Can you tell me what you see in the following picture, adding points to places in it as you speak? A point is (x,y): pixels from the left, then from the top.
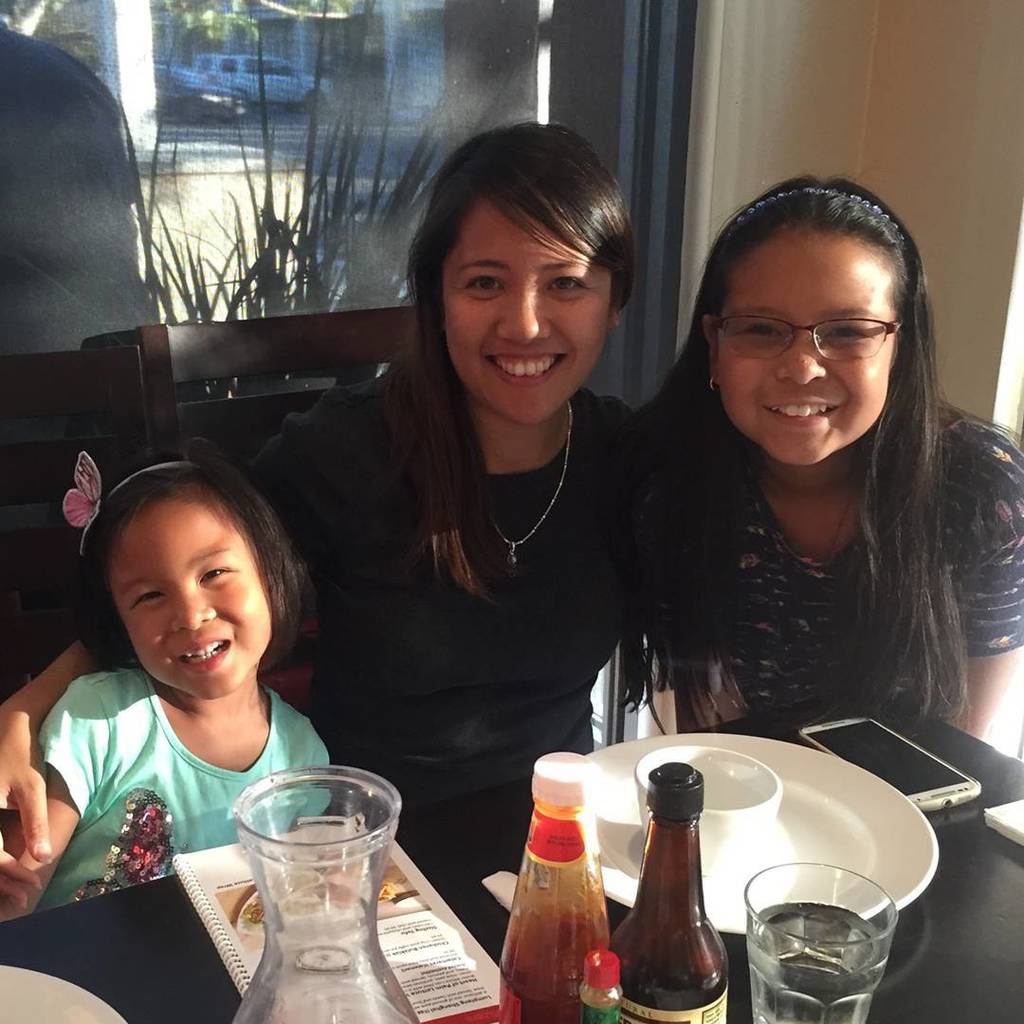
There are two ladies (464,426) and a kid (291,597) sitting in chairs (269,687) and there is a table (915,905) in front of them which has a phone (886,746), plate (815,792), glass (817,957), a sauce bottle (553,910), a book (460,986) on it.
